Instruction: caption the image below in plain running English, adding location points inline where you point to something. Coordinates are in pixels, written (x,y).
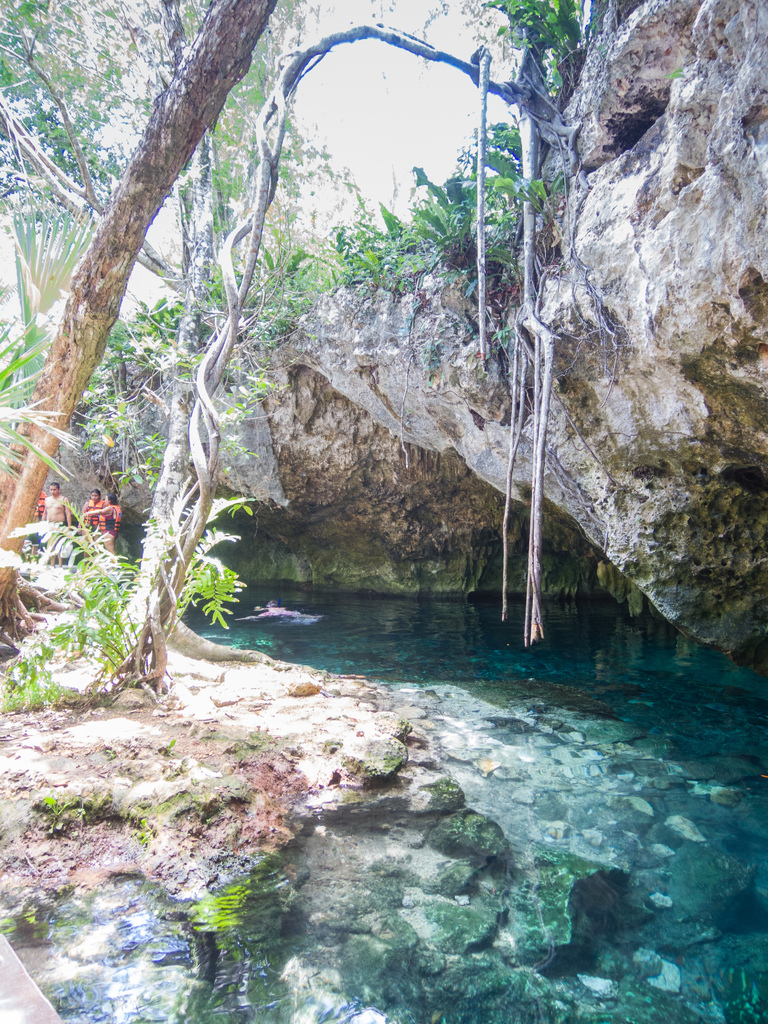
The picture might be taken in a forest (210,91). In the right (703,771) there are water (595,730). This looks like it is a cave (457,455). In the left of the center of the picture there are few people (86,504) standing. In the background (138,452) there are trees (182,104). It is sunny.
